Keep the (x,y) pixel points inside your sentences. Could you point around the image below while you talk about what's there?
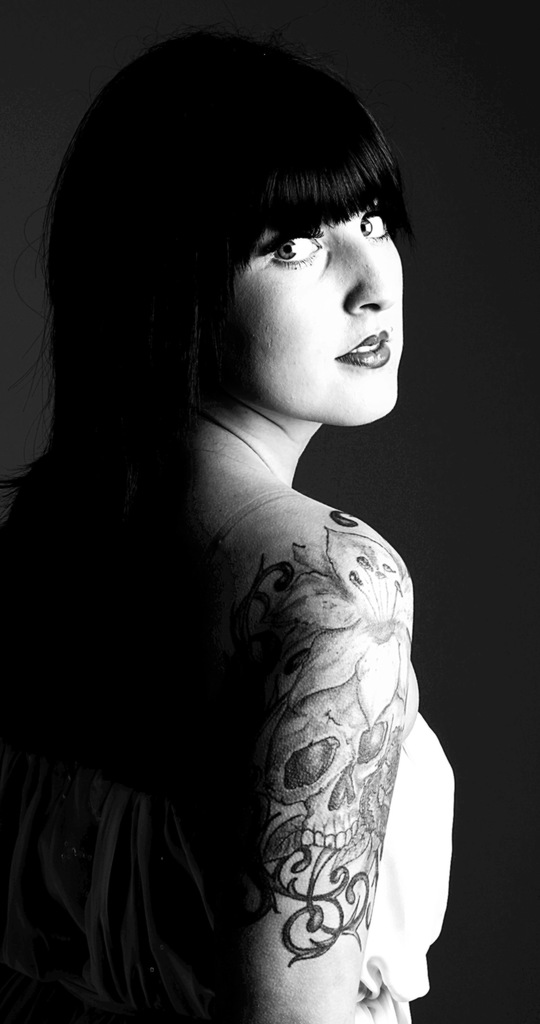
In this picture I can see a woman (137,708) in front (263,643) who is standing and I see tattoos (307,586) on her hand (277,652) and I see that this is a black and white image.
